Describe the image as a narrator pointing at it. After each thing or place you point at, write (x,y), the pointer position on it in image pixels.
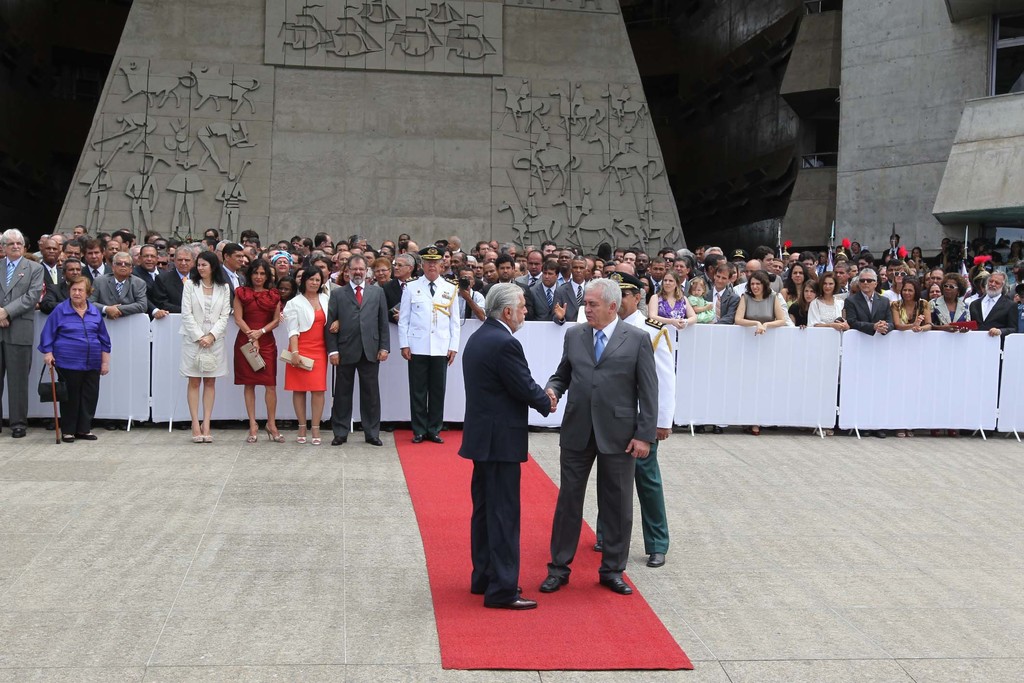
In the middle (589,374) 2 men (596,391) are standing and shaking their hands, they wore coats (615,396). Few other people (429,329) are standing in the middle of an image (465,287).
